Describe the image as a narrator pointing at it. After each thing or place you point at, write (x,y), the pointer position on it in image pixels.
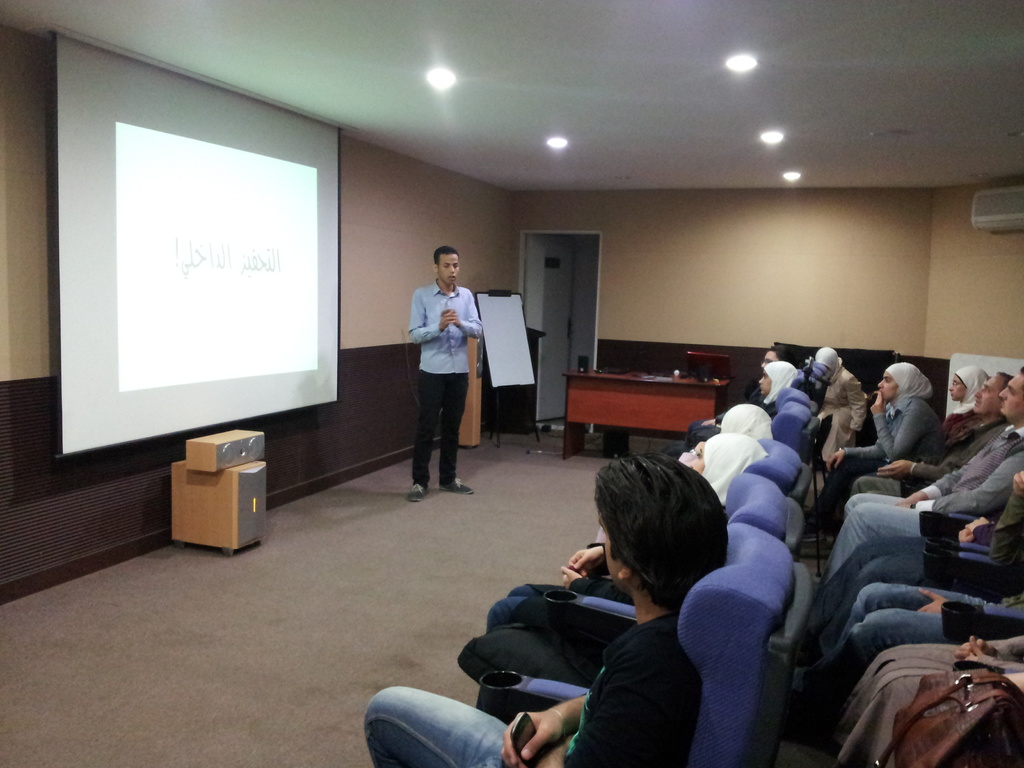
In this image there is a person (412,319) standing and delivering a lecture, behind him there is a board (499,367), wooden table (590,399) with some objects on it, a chair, speakers (253,475), behind the speakers (224,452) there is a screen (222,292), behind the screen (301,307) there is a wall (714,266). On the wall (961,263) there is an air conditioner (1003,216) and on the ceiling (531,89) there are lamps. In front of the person (462,356) there are a few other people (720,530) seated in chairs (801,519). Behind the board (503,323) there is a wooden door (554,328) opened.
